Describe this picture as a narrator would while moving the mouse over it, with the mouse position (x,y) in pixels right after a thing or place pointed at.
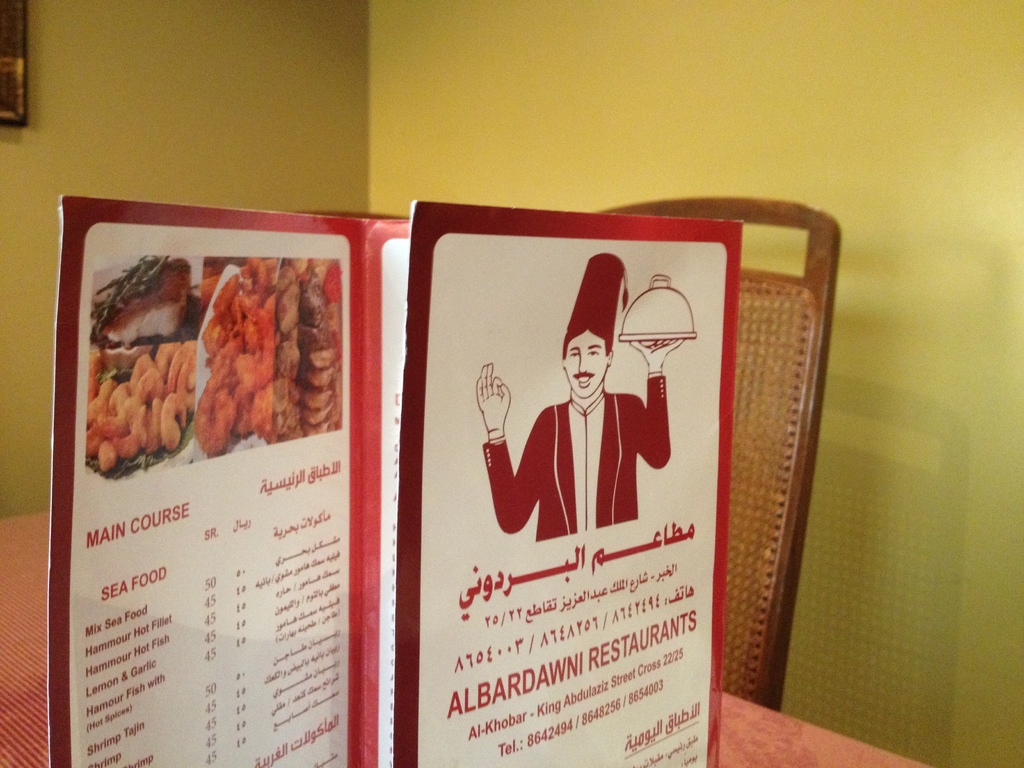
In this picture we can see a menu card (398,580) on the table (761,750) and also I can see a chair (762,510), we can see frame (10,30) to the wall (70,159).
